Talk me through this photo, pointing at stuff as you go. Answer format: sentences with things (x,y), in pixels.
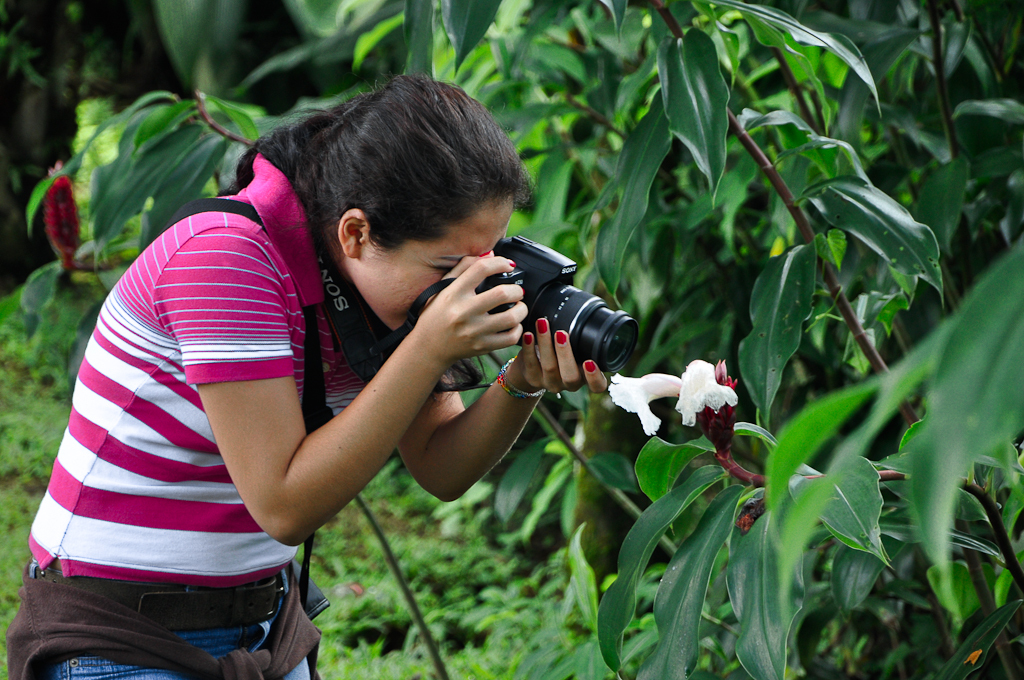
This woman (262,247) is holding a camera (525,278) and taking a snap of this flower (659,390). This is a plant (836,145).
